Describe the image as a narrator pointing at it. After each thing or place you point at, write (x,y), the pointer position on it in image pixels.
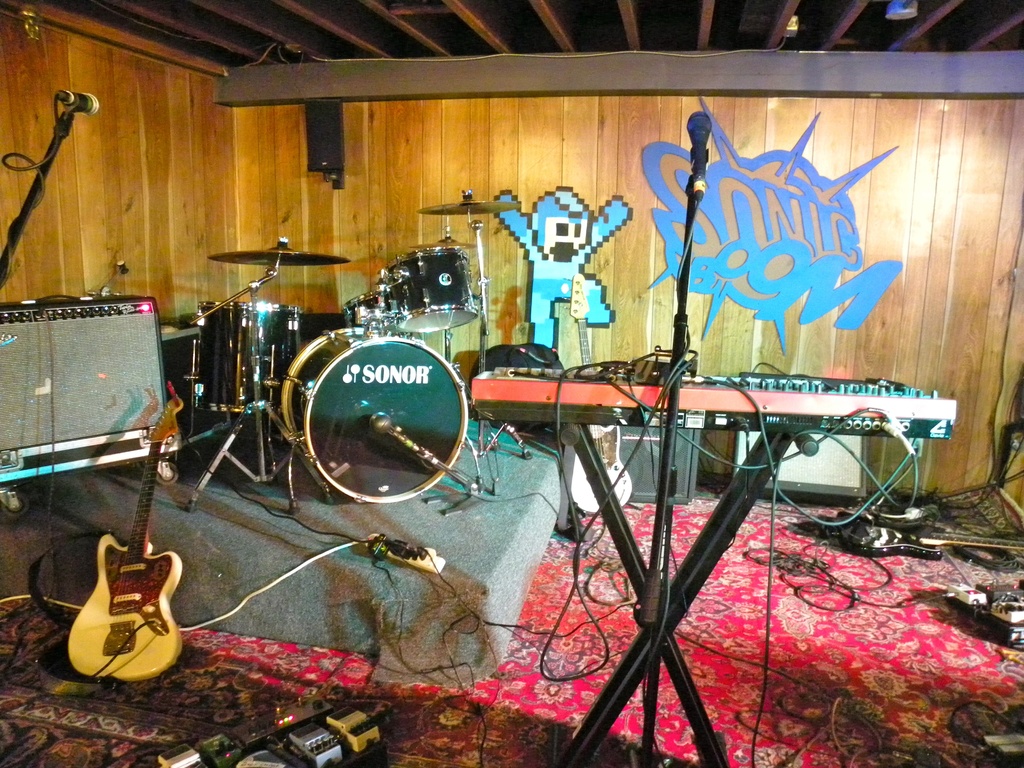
This is the picture of a room (174,541) where we have different types of musical instruments (396,462) in the room (389,163) and some speakers (2,455) and some posters (663,226) to the wall (625,156).
